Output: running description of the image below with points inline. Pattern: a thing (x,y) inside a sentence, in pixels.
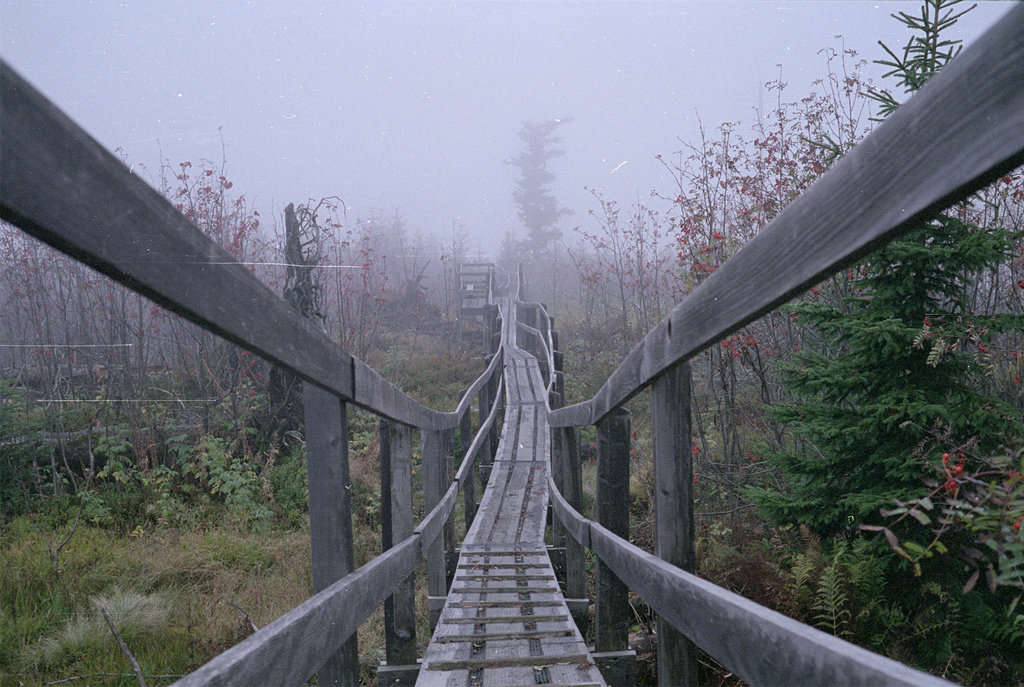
In this picture we can see a wooden bridge (565,473). This is grass (144,571) and these are the trees (828,358). And on the background (464,119) there is a sky (643,55).
